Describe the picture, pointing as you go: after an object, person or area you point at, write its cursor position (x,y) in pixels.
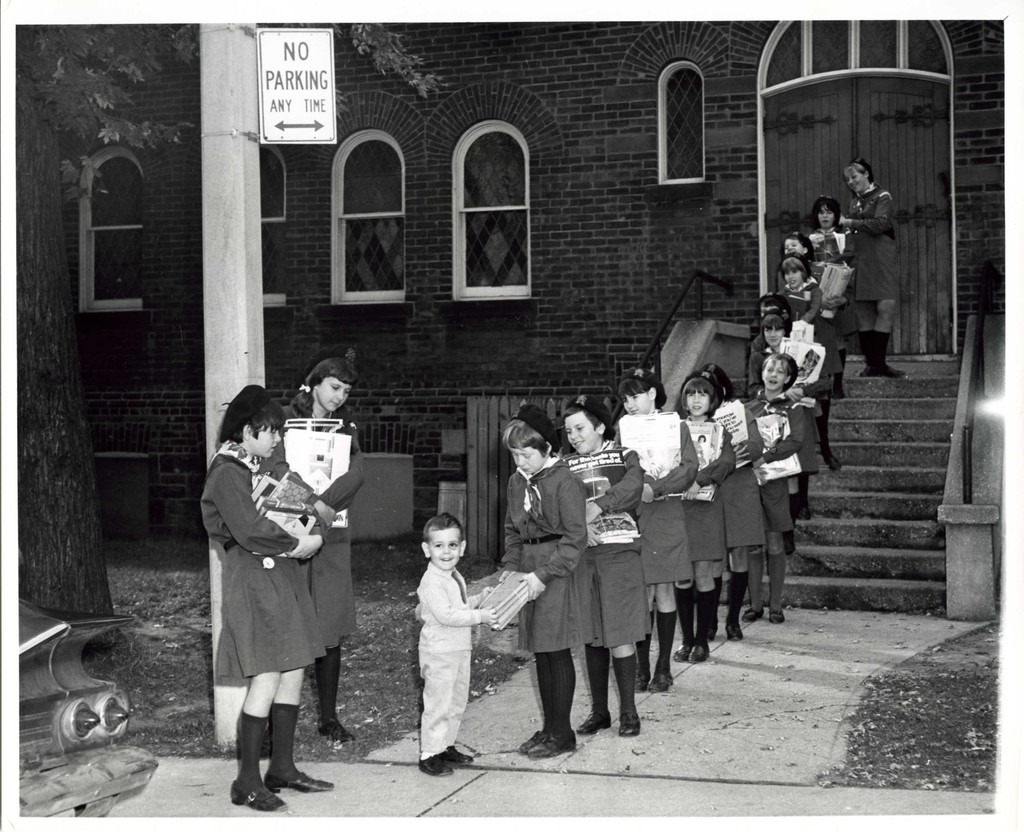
This is a black and white image. On the left (336,593) there are two girls (282,611) holding books (305,496) in their hands (323,501) and in front of them a kid (447,633) is distributing books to a girl (537,734) and behind her there are few more girls (625,490) in queue. In the background (513,260) there is a building (607,271), doors (929,213), windows (103,284) and a tree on the left side (86,104).
